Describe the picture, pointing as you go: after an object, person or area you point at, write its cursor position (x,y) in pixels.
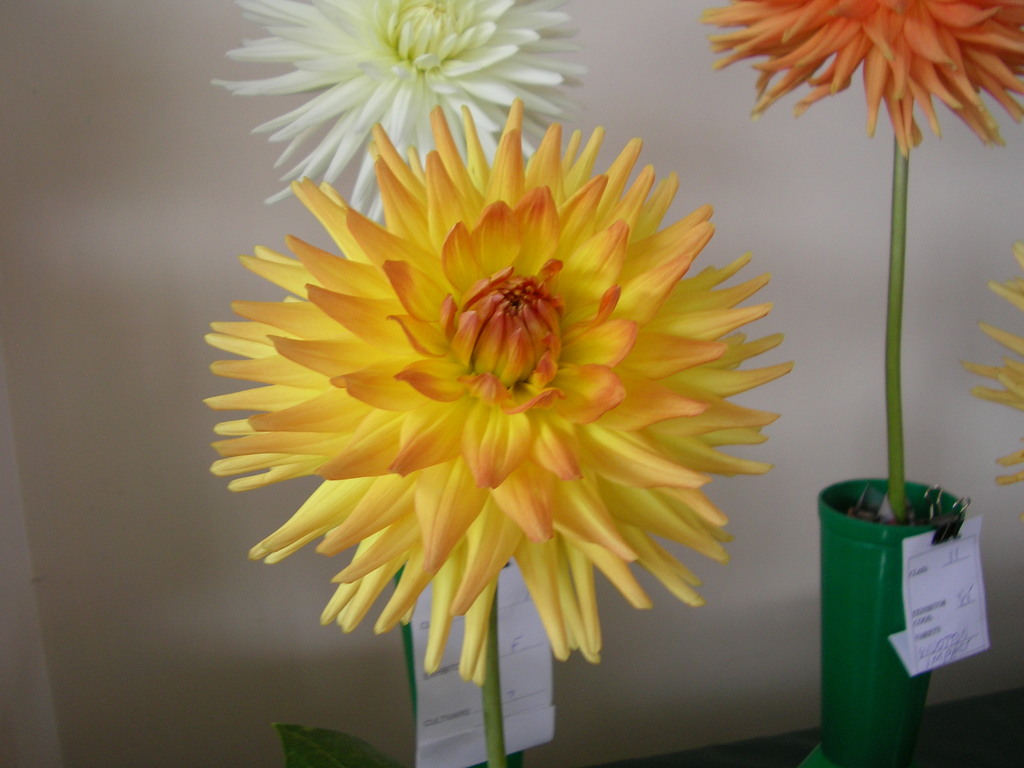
In this image there are flower pots (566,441) on the table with some labels (458,681).
